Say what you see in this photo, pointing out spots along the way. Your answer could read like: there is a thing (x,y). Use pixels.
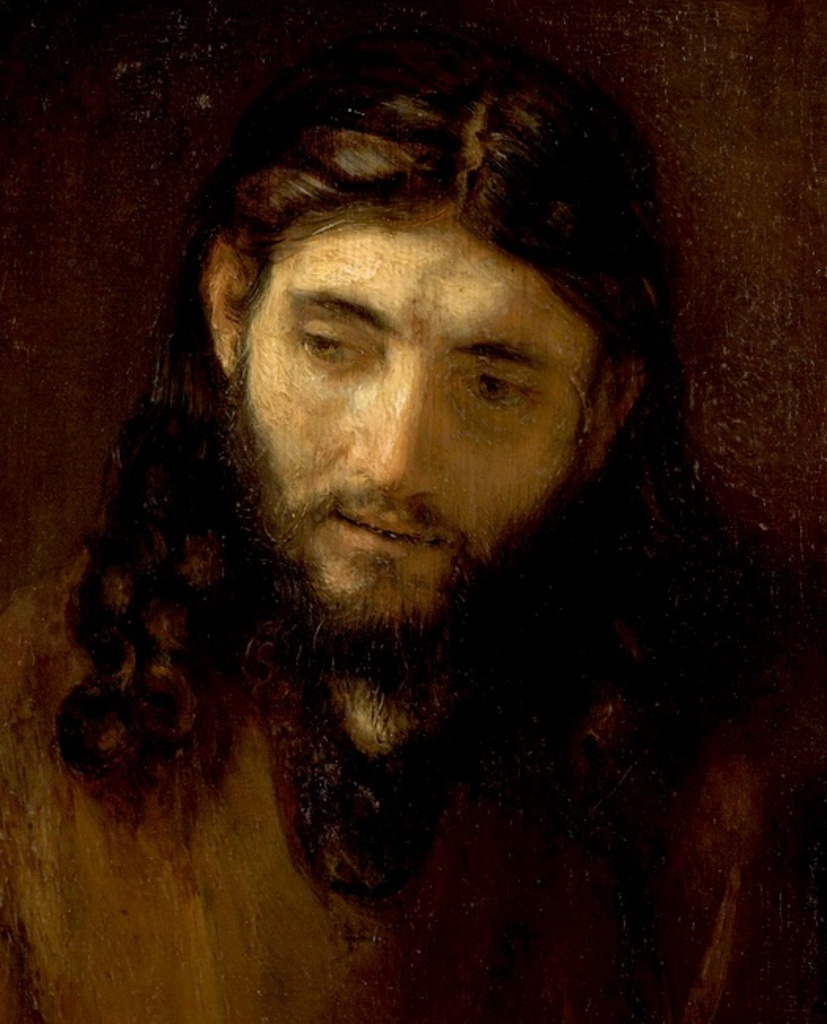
In this picture there is a painting (455,438) of a person (550,572) having beard (531,591) and long hair (661,563).
